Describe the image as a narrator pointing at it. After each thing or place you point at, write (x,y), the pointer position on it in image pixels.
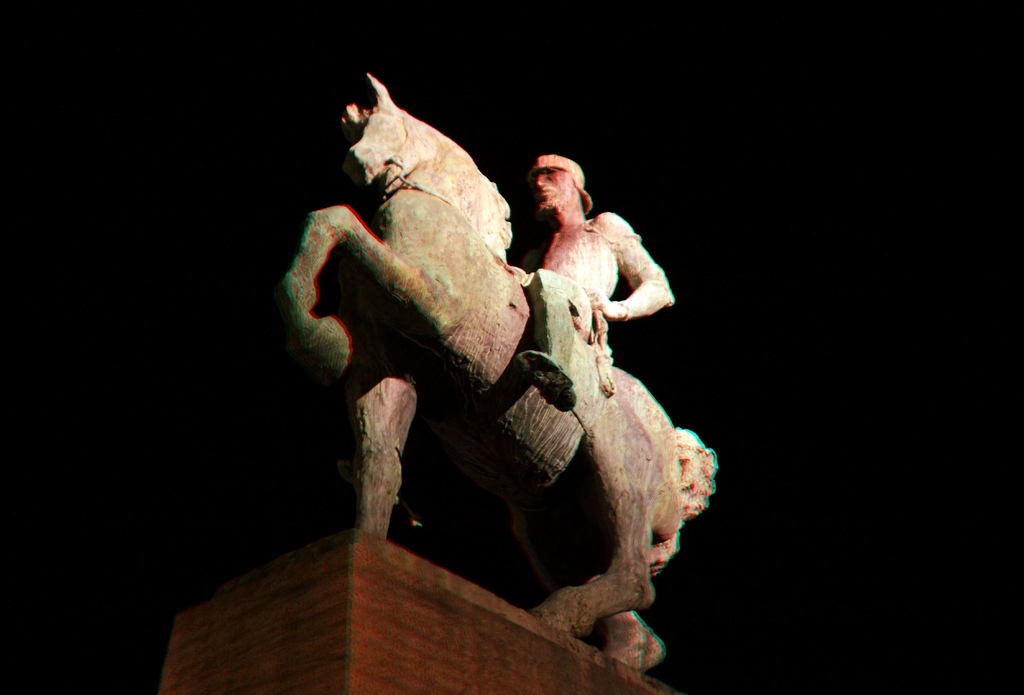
In this image I can see a horse (641,404) and a person statue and I can see dark background (92,428).
